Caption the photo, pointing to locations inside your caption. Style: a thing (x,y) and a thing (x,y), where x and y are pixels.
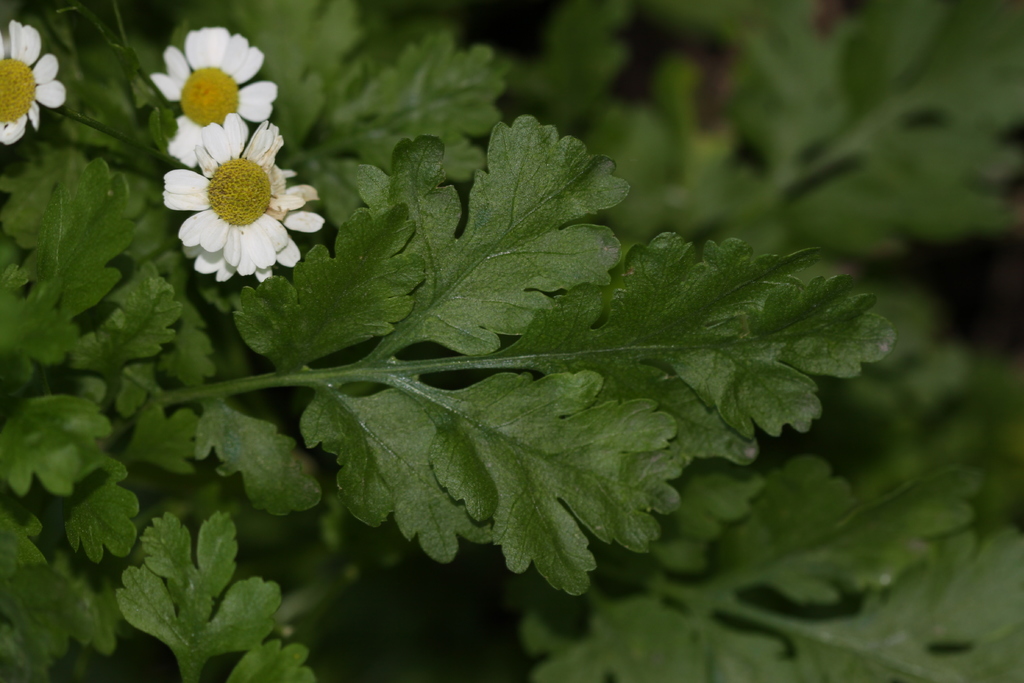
In this image I can see green leaves (331,304) and on the top left side of this image (258,98) I can see few white colour flowers (257,176). I can also see this image is little bit blurry in the background (843,580).
